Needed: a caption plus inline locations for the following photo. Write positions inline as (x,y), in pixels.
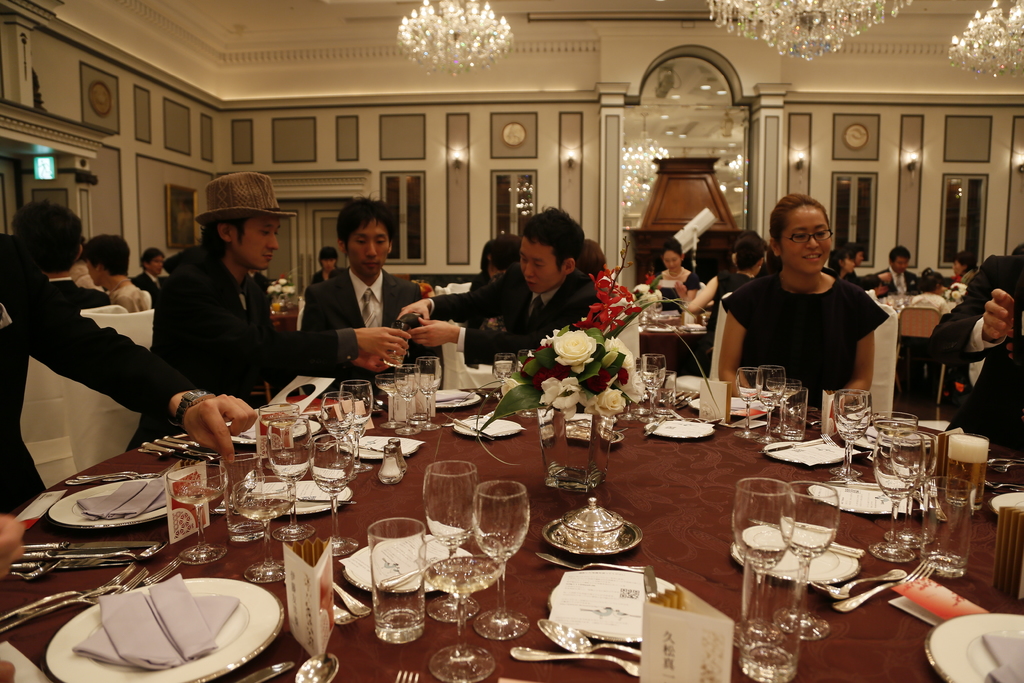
The image is taken in the restaurant (651,291) where the persons (245,299) are having food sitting on the chair (872,359) in front of the dining table (875,533). The man (533,298) in the center (540,295) is serving drink (416,323) to the man (231,316) at the left side (234,294) wearing hat (251,189). On the table (463,507) there are glasses (413,546), plates (247,629), flower (573,386). The right side (808,237) the woman (849,342) sitting on a chair (892,344) is having smile (807,257) on her face (804,249). In the background (667,269) there are persons (897,268) sitting on the chair (916,319) having food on the dining table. There are three chandeliers (786,24) on the top (490,12).
